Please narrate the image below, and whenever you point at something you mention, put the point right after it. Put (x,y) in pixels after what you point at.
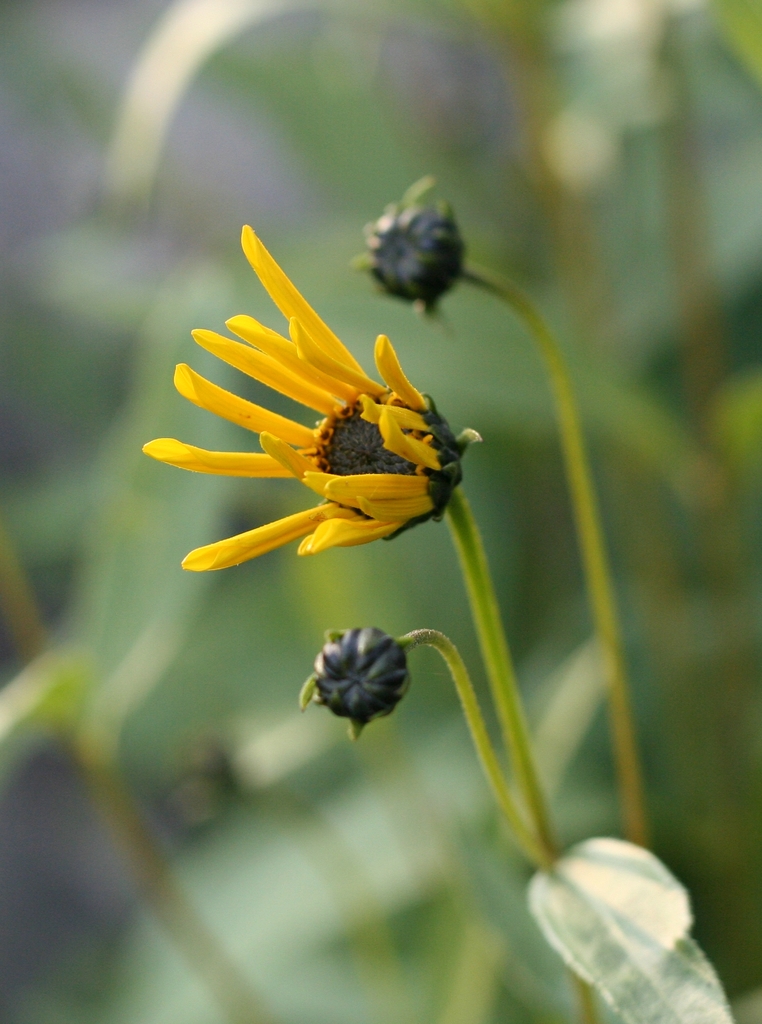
In this picture there is a yellow color flower (268,425) and two buds (388,664) in the image.
